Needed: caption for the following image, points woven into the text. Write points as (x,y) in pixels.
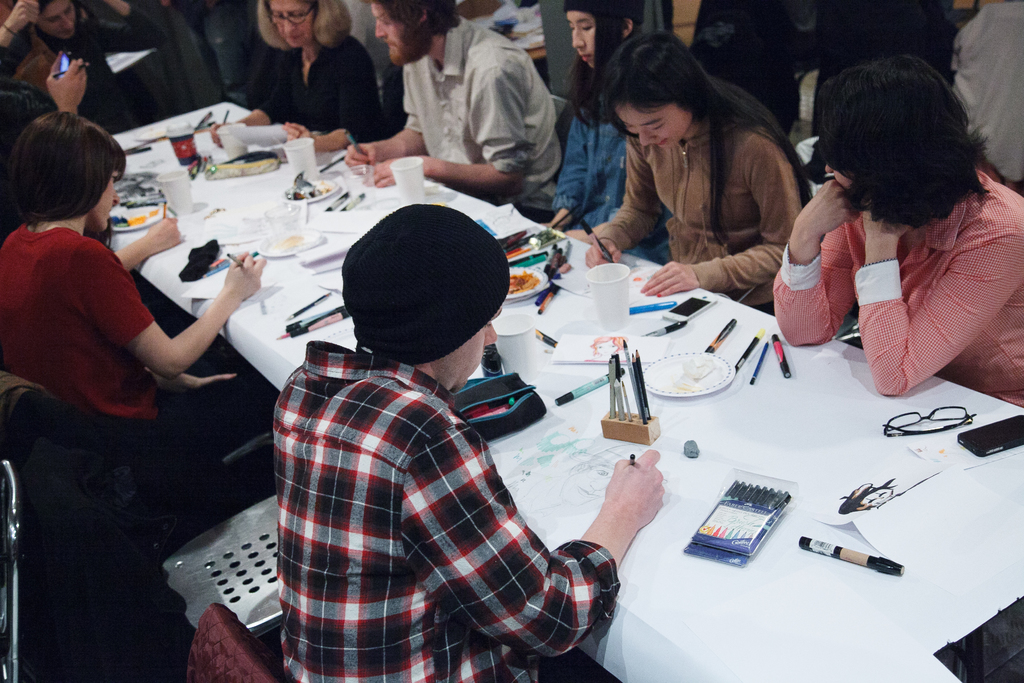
In this image I see number of people (1010,37) sitting on the chairs (2,480) and there is a table (1003,552) in front of them and there are lot of things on it.
